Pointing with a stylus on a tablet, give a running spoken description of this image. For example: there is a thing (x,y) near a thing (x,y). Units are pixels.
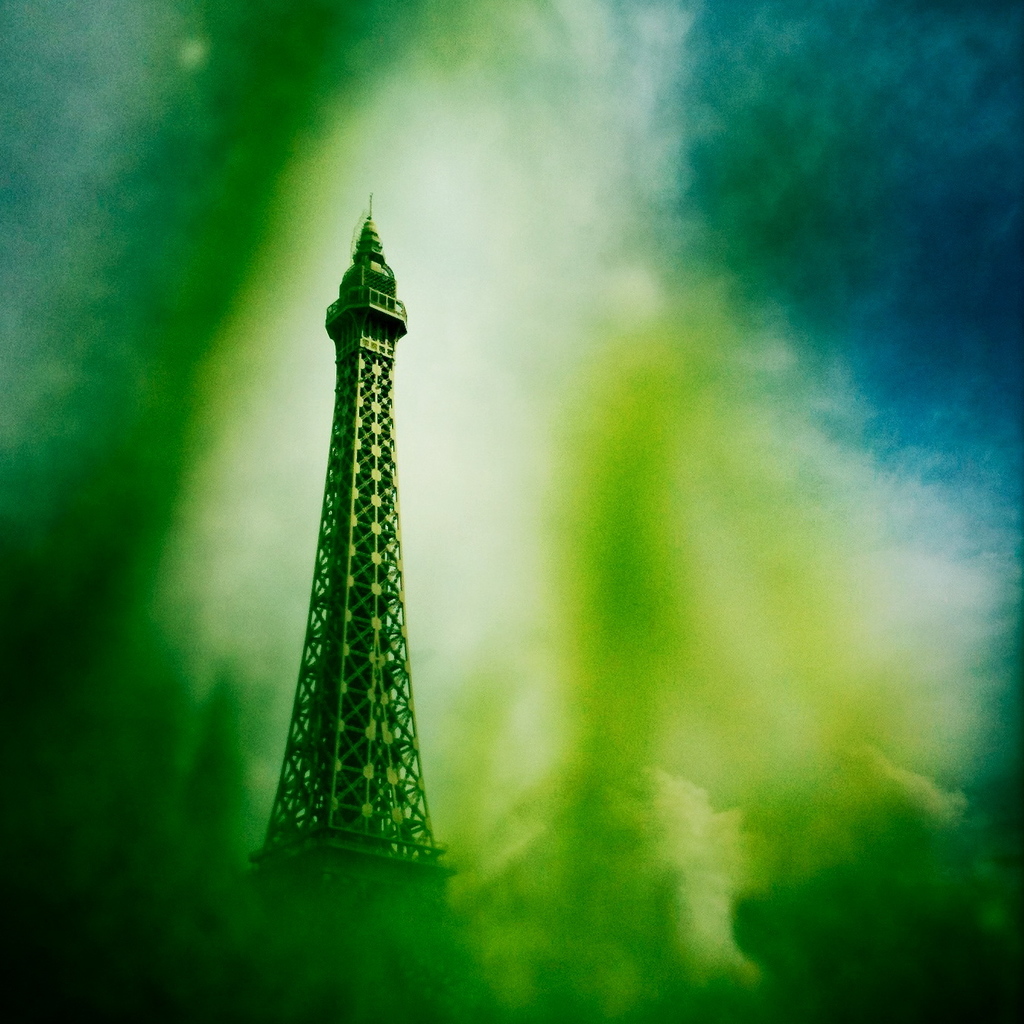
In this image I can see the edited picture which is green, white and blue in color. I can see the metal tower (383,304) and the sky (440,349).
